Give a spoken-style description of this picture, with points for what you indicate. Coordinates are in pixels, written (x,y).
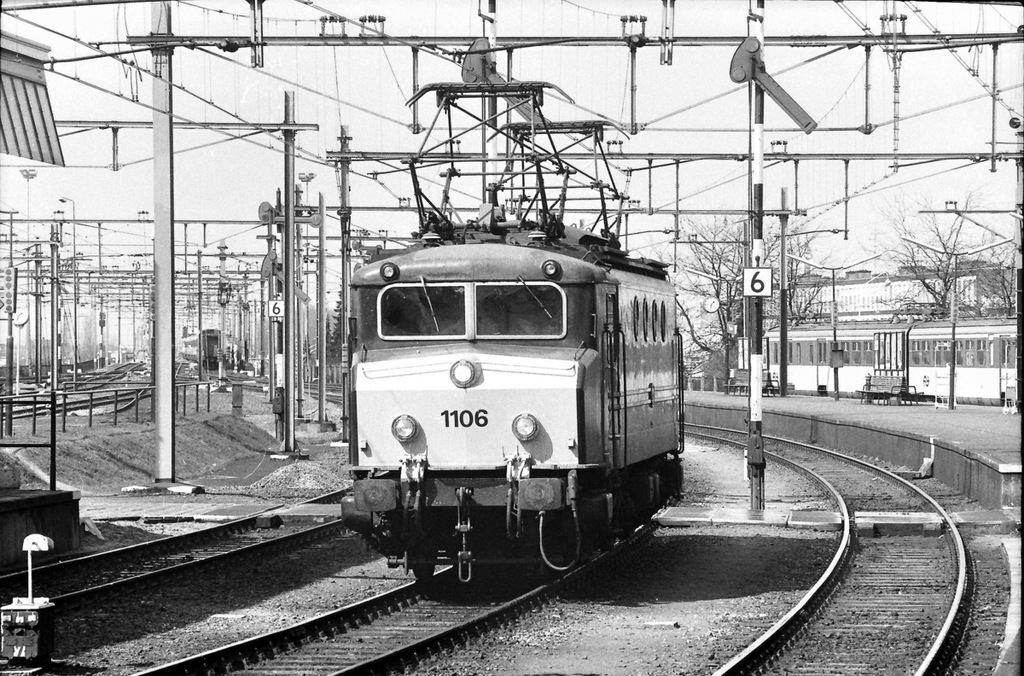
It is a black and white image. In this image, we can see a train (531,480) on the track (442,623). Here we can see few tracks (133,555) and object (33,616). Background (989,316) we can see poles (16,370), trains (990,340), trees (900,299), building (849,315), ropes (845,201) and sky (682,106).
